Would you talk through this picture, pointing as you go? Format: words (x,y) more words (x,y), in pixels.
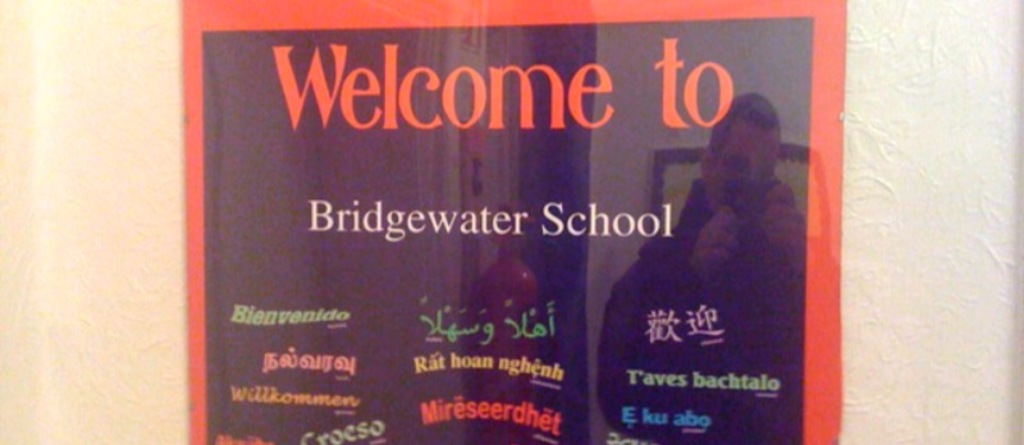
In this image I can see a glass board (294,159) attached to the wall (952,303). On the glass board (517,274) there are words (666,222), there is reflection (704,255) of a person (654,269) and some other objects (588,274).
